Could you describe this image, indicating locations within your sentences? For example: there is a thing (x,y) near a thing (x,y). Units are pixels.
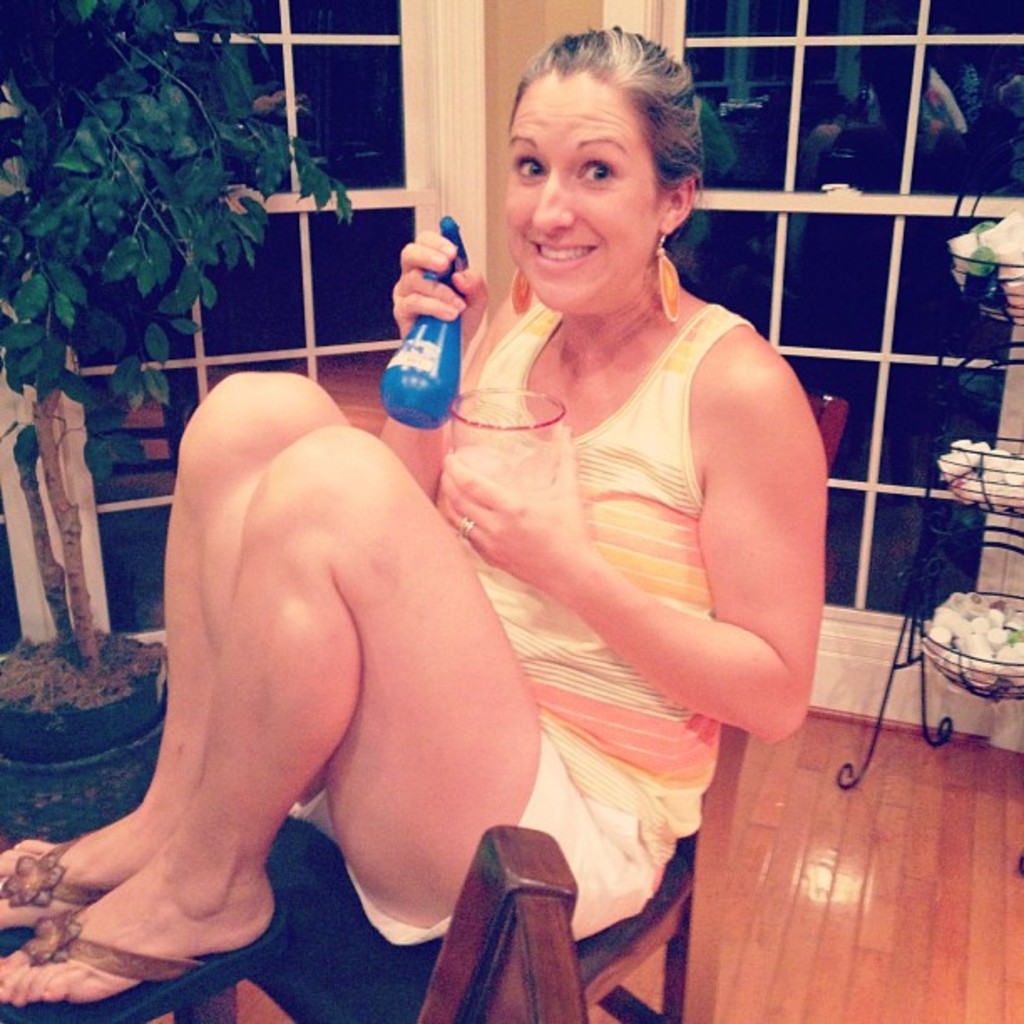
In this image there is a woman (390,602) sitting on a chair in the center (473,655) holding a blue colour bottle (426,358) and smiling. In the background (396,204) there are windows (818,158) and there is a plant (60,389) which is on the left side (30,272). On the right side (973,479) there is a stand (981,593) which is black in colour and white colour objects (972,647) inside it.
